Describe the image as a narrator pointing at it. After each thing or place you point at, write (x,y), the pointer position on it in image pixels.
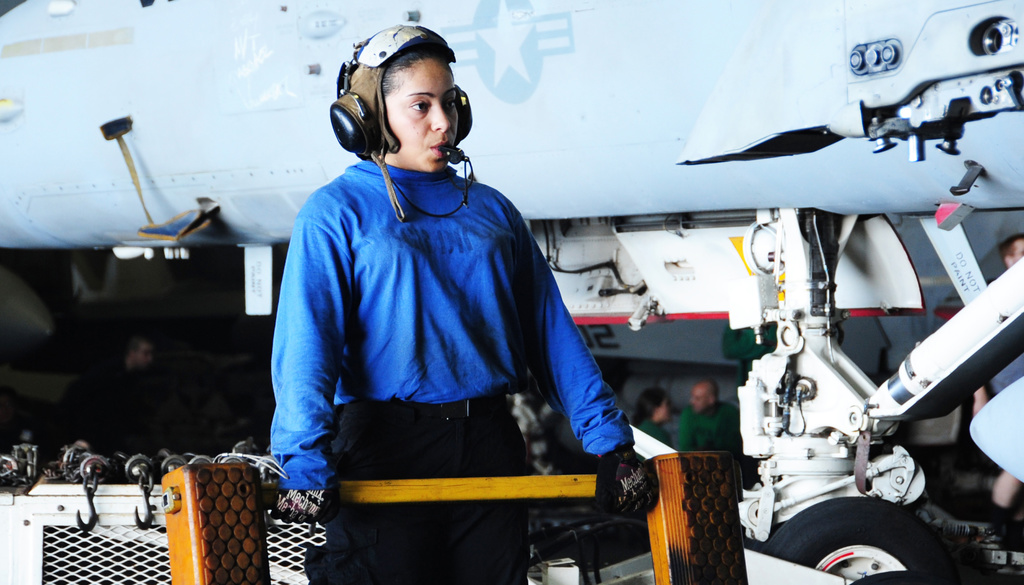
In this image we can see a woman (423,133) standing and holding an object (698,488), wearing a helmet (358,126) and a microphone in the background (747,101) there is an airplane (778,157) and a few people (732,433) and a white color object (17,522) which looks like a box (88,537) and some objects (189,461) on it.
